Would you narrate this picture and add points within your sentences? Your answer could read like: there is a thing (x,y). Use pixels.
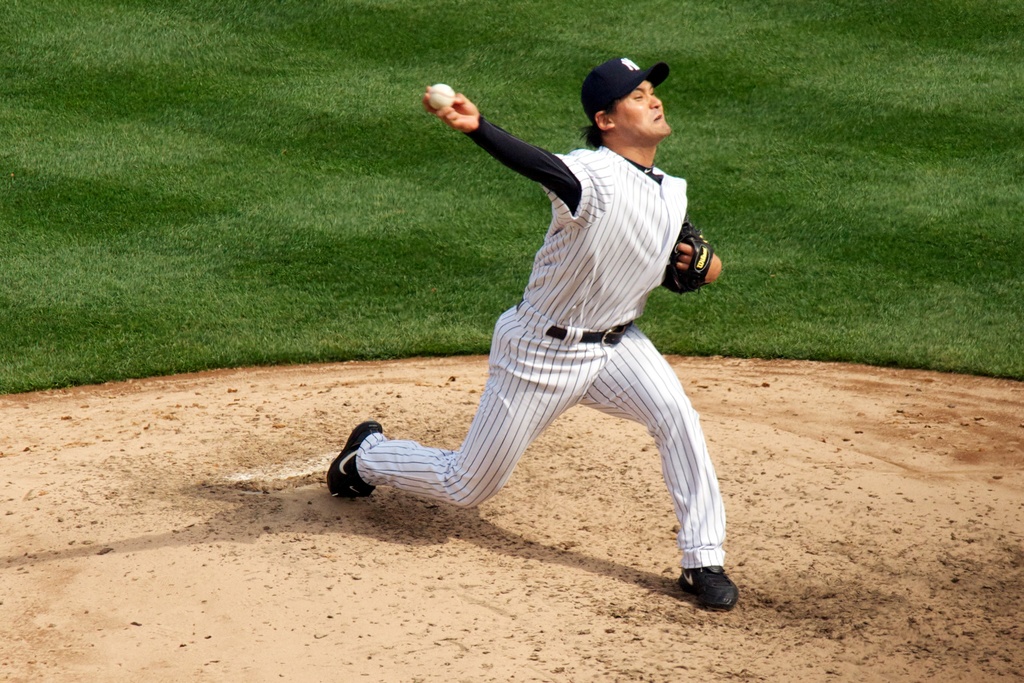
This is a playing ground (758,431). Here I can see a person (563,360) wearing a white color dress (489,440), cap (614,86) on the head (606,96), holding a ball (437,101) in the hand (439,116) and throwing towards the right side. At the top of the image (895,216) I can see the grass (723,83).
